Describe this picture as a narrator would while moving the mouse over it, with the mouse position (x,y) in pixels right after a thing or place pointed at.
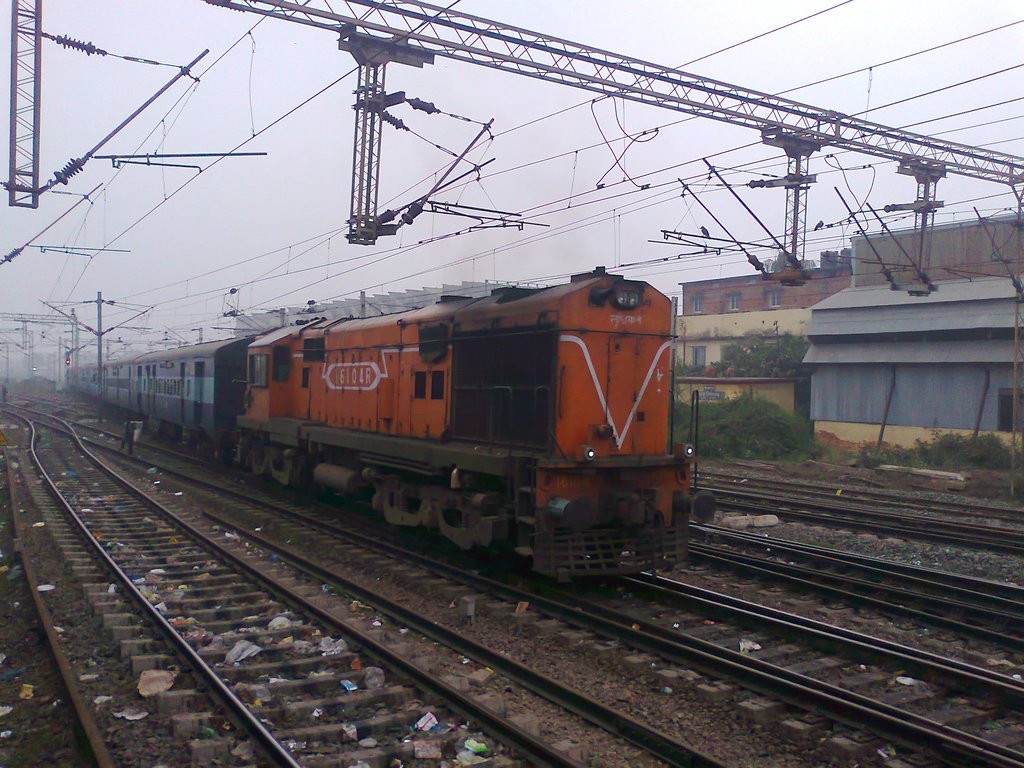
In this image we can see a train (505,462) on the track (581,596). We can also see some stones (534,643), poles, metal frames (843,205), plants (807,442), wires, trees (739,355), some buildings (734,380) with windows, the traffic signal (66,362) and the sky (634,229).
